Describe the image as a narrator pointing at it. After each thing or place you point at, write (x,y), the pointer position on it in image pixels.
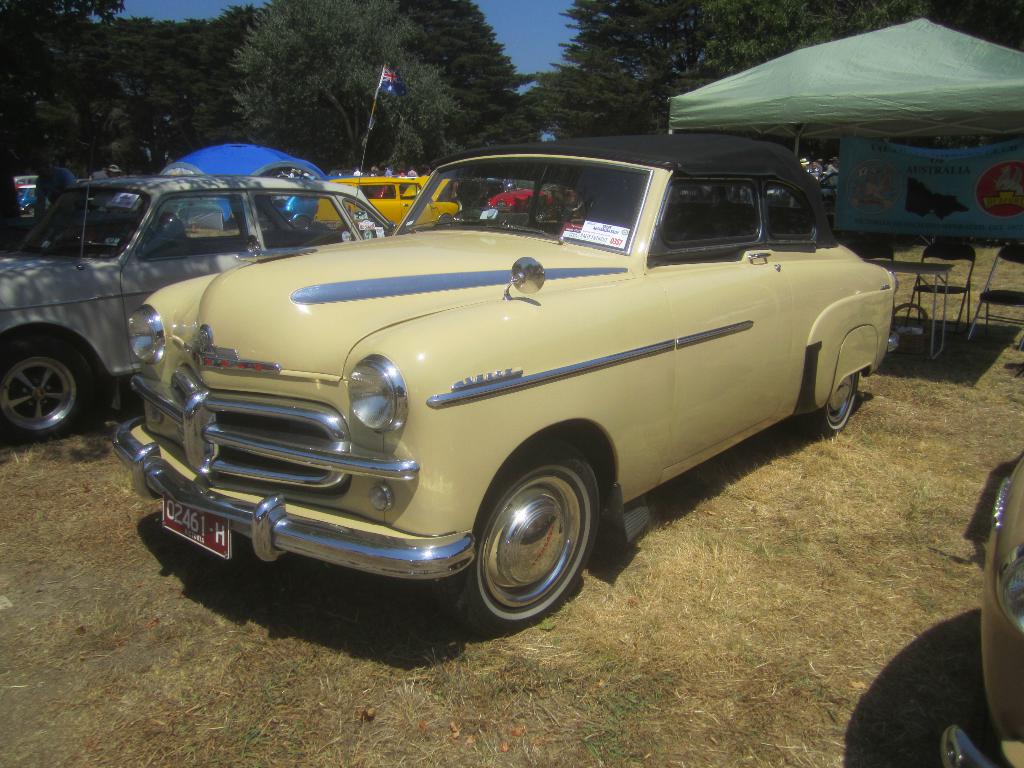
In this image, we can see some cars (474,251). There is a table (905,265) and some chairs (953,256) on the right side of the image (924,287). There is tent (923,118) and banner (937,213) in the top right of the image (915,116). There are some trees (542,88) at the top of the image (155,90).
